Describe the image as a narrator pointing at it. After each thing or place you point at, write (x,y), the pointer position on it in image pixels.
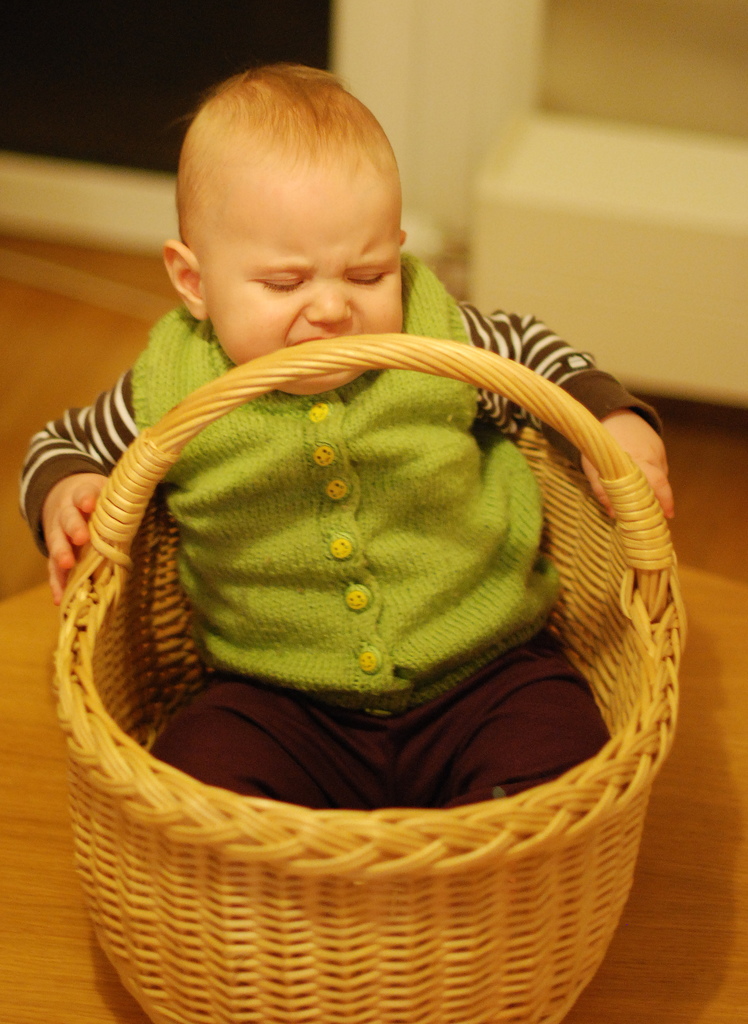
In this image we can see a boy (358,584) sitting in a basket (467,955) which is placed on the surface (715,912).
